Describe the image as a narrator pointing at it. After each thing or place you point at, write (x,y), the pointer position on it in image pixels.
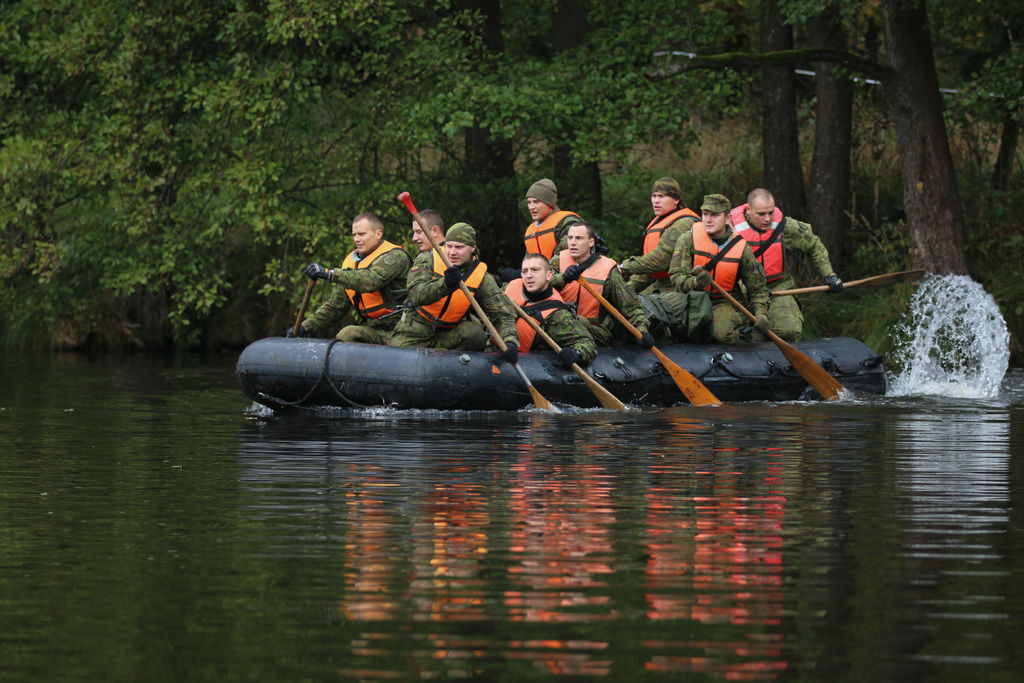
In this picture I can see there are a few people (476,335) sitting in a raft (437,369) and they are holding wooden sticks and the people (430,254) in the raft (761,356) are wearing life jackets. In the backdrop (261,206), there are trees (477,170) and plants (890,144).
